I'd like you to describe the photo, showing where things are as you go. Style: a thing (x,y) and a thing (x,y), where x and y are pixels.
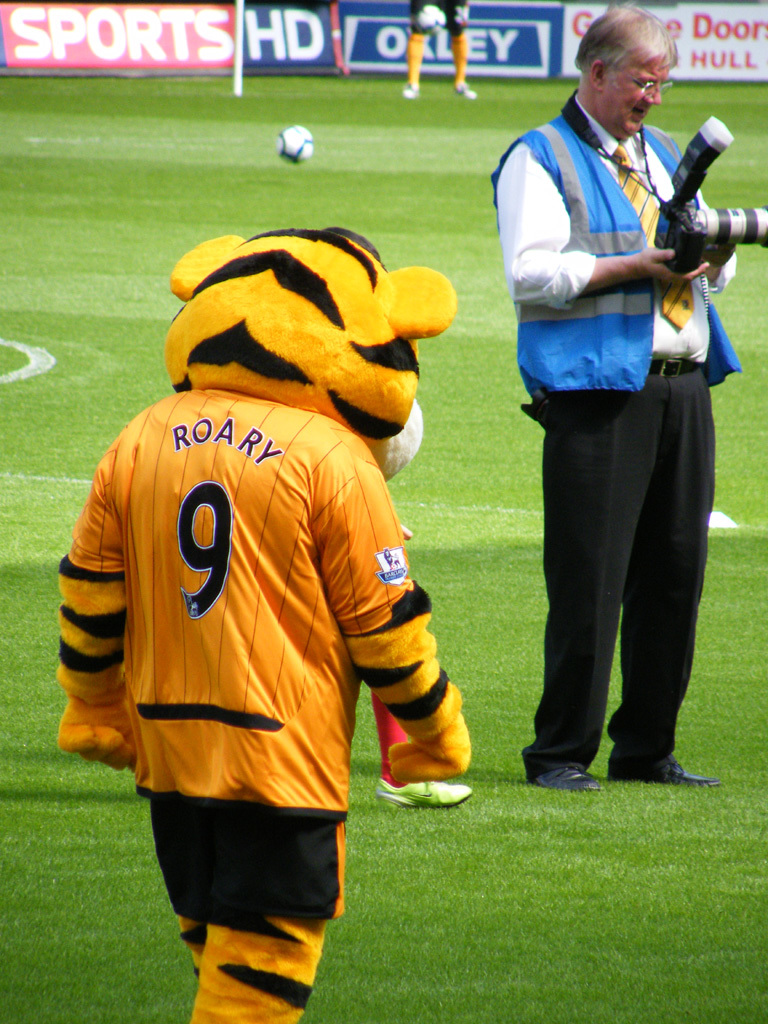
In this image we can see some people (662,430) standing on the ground (514,623). In that a person (352,529) is wearing a costume (365,595) and a man (670,328) is holding a camera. We can also see a ball (282,142) and a fence (517,62) with some text (256,62) on it.
